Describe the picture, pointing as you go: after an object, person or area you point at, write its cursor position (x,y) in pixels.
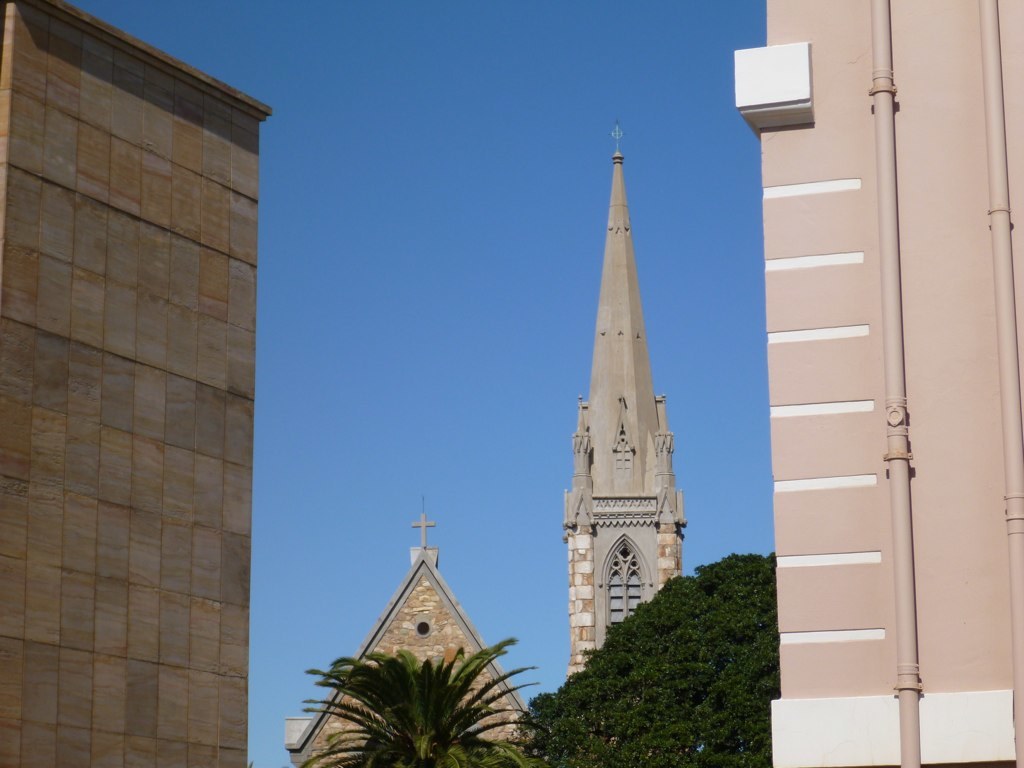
In this picture we can see a few pipes (1013,356), walls (885,729), trees (668,763) and the top view of the buildings (609,558). We can see the sky (467,472) in the background (268,551).
